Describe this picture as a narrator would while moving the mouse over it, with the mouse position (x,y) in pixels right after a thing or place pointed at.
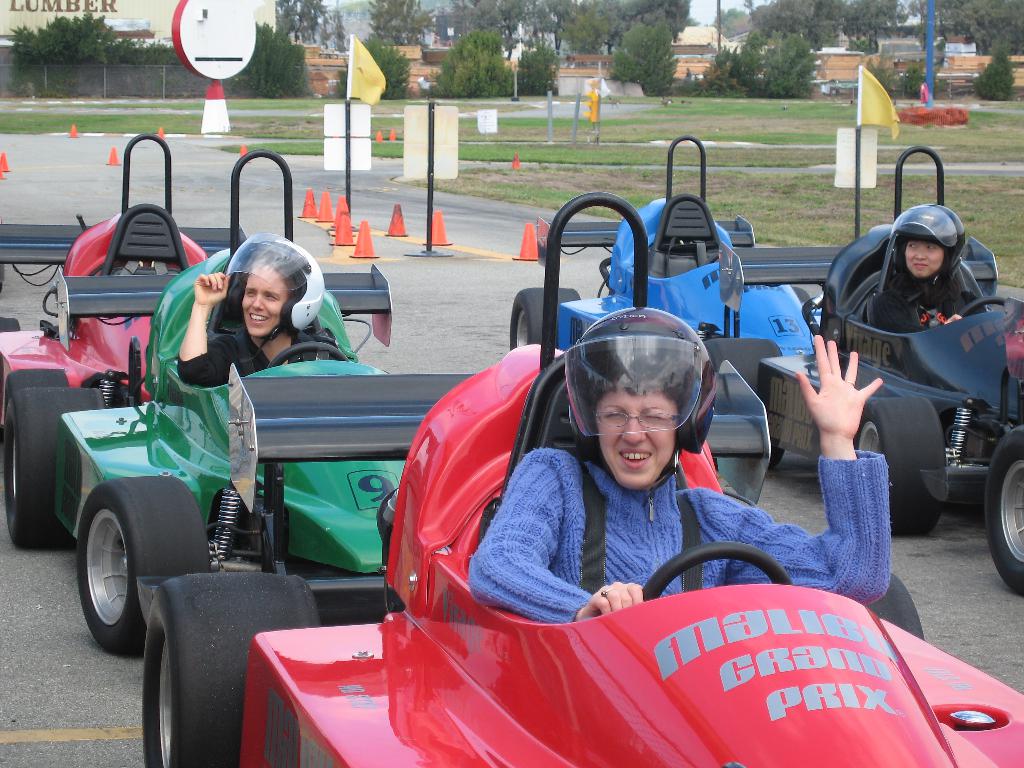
In this image I can see few persons (635,487) wearing helmets (691,408) are riding cars (674,570) on the road (465,265). In the background (616,74) I can see few traffic poles (429,255), few boards (434,113) to the poles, few trees (673,85), few buildings (702,52), few flags (375,85), some grass (683,130) and the sky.
